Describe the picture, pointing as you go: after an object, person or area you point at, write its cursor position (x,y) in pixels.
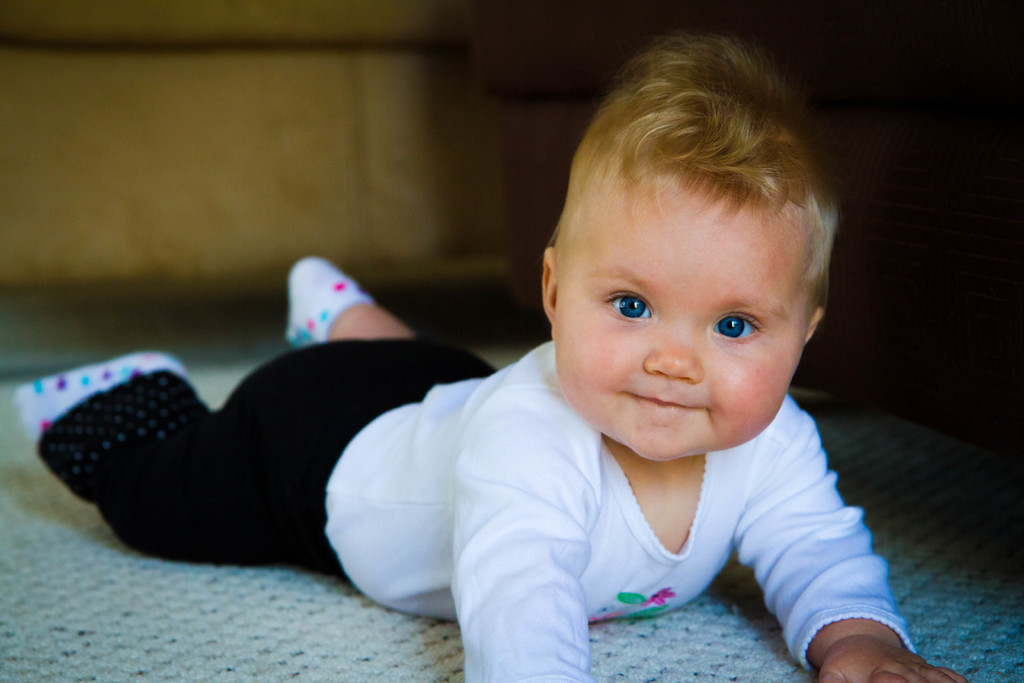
In this image, we can see a baby (579,468) is lying on the mat (1002,673) and watching. In the background (507,282), there is a blur view.
